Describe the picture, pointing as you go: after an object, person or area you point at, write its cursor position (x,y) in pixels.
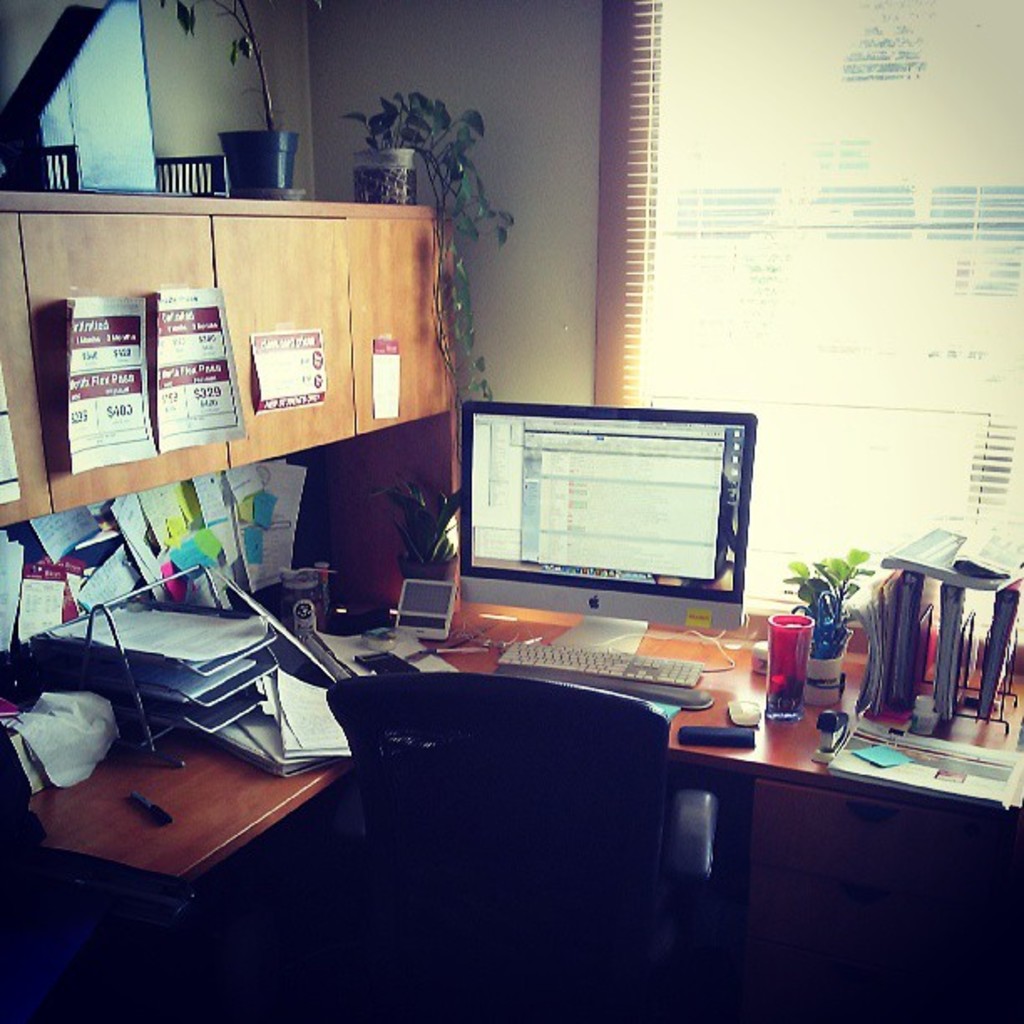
In this image there are papers (308,742), papers stands (89,635), monitor (474,590), plants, keyboard (602,673), mouse (755,711), pen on the table (303,774), chair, and there are papers (277,520) stick to the cupboard (426,334), window (682,334), window shutter (644,334), wall (419,45).
